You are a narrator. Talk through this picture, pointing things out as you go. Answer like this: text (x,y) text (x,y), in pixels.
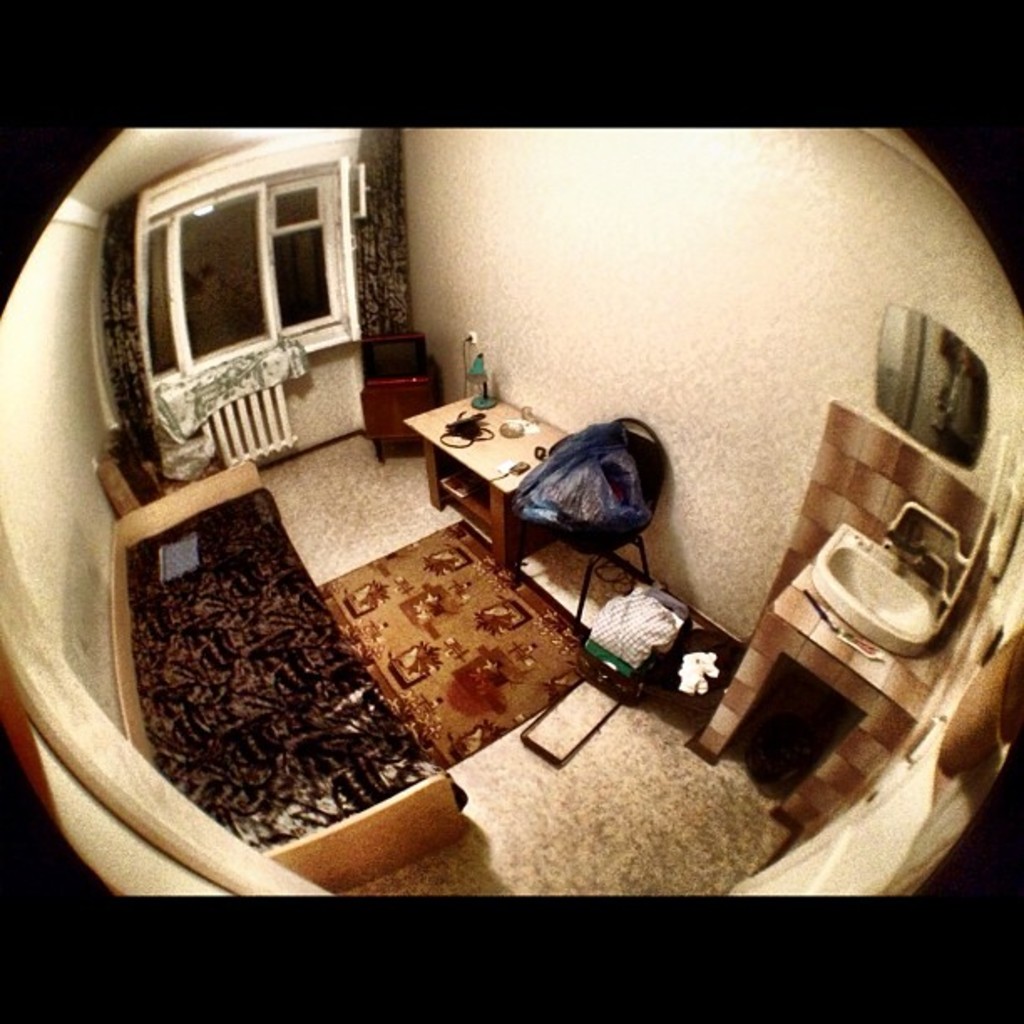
Inside the room (233,598) there is a bed (237,661), table (461,467) with a few items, bag (594,455), sink (851,582), mirror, floor mat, windows (182,317) and curtains (120,237), television (411,347) and some other items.
